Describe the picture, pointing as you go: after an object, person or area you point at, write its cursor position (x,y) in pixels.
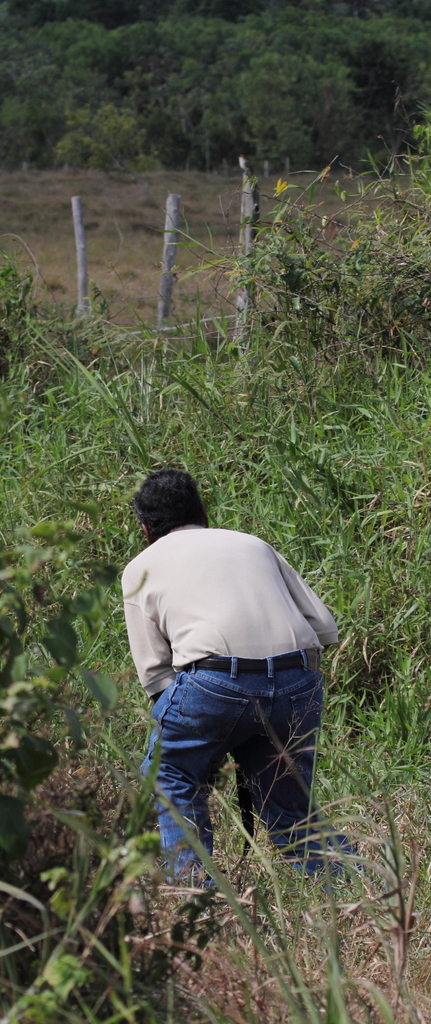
In the image there is a lot of grass (171,351) and there is a person (196,626) in between the grass (109,532), in the background (123,153) there are many trees (253,98).
